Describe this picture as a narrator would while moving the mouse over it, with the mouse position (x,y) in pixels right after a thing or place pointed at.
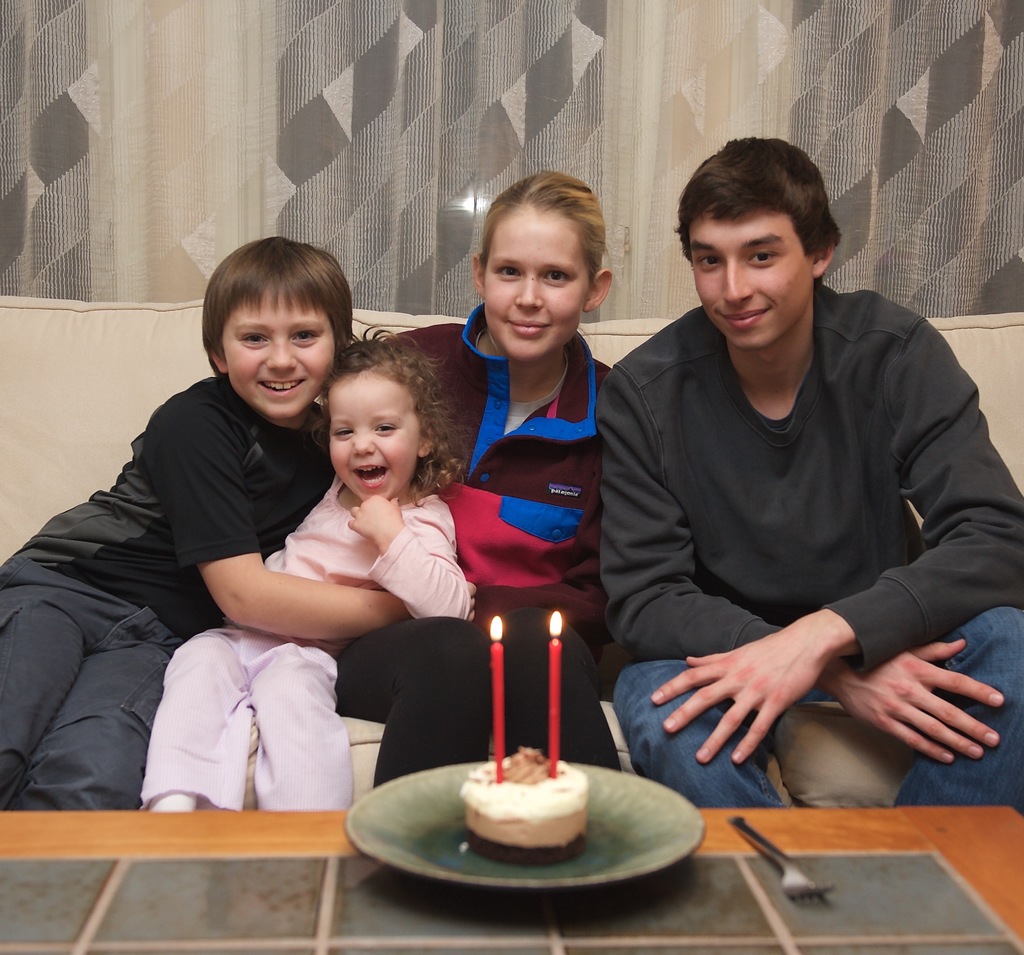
In this picture, there is a table (883,855) which is in yellow color, on that table (424,892) there is a plate (555,873) which is in green color, there is a cake (526,829) in the plate (609,853), on the cake (541,828) there are two candles (556,689) which are in red color, in the background (931,593) there are some people (917,580) sitting on the sofa (23,395) which is in white color, there is a curtain (70,65) which is in white and black color.
